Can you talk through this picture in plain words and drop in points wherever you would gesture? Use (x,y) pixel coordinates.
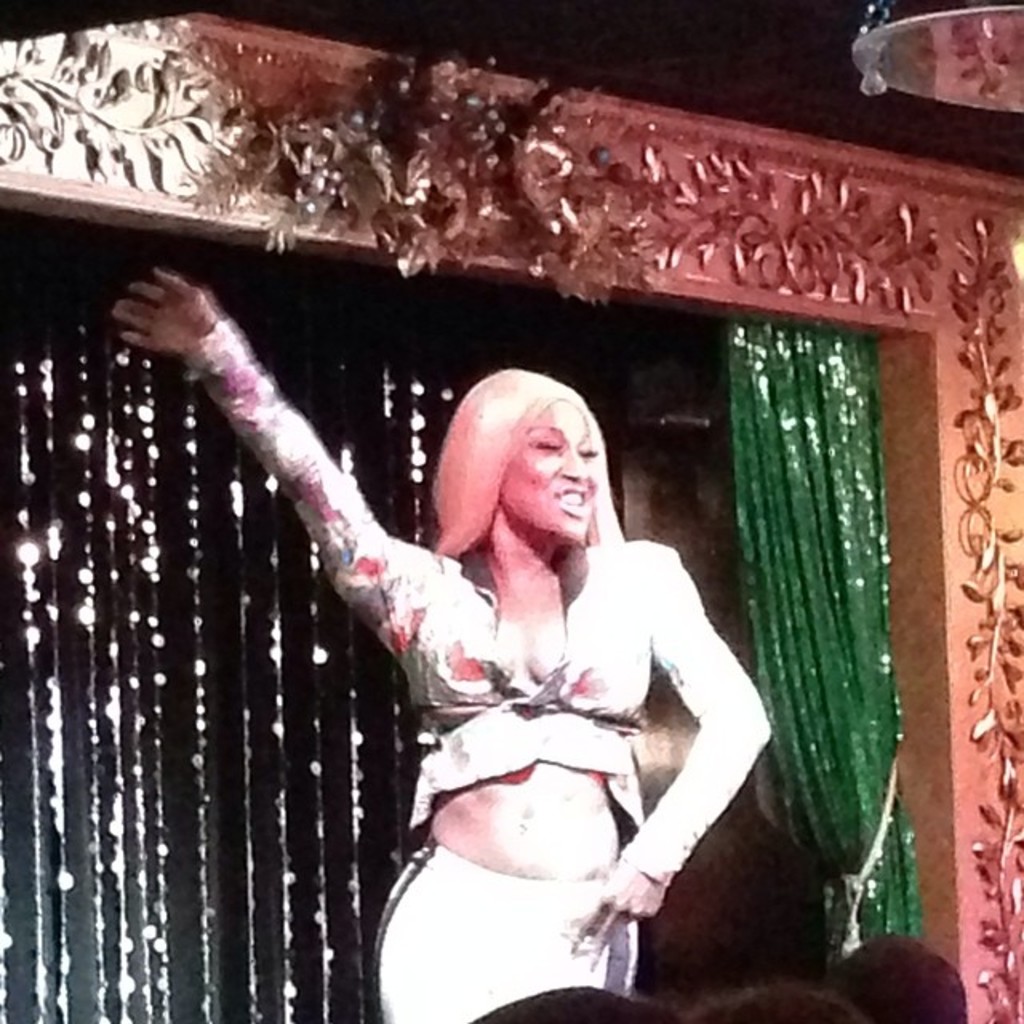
In the middle of the image (529,645), there is a woman (529,645) smiling and dancing on a stage (731,937). In the background (834,906), there is a green color curtain (824,392). And there are decorative items (842,302).
